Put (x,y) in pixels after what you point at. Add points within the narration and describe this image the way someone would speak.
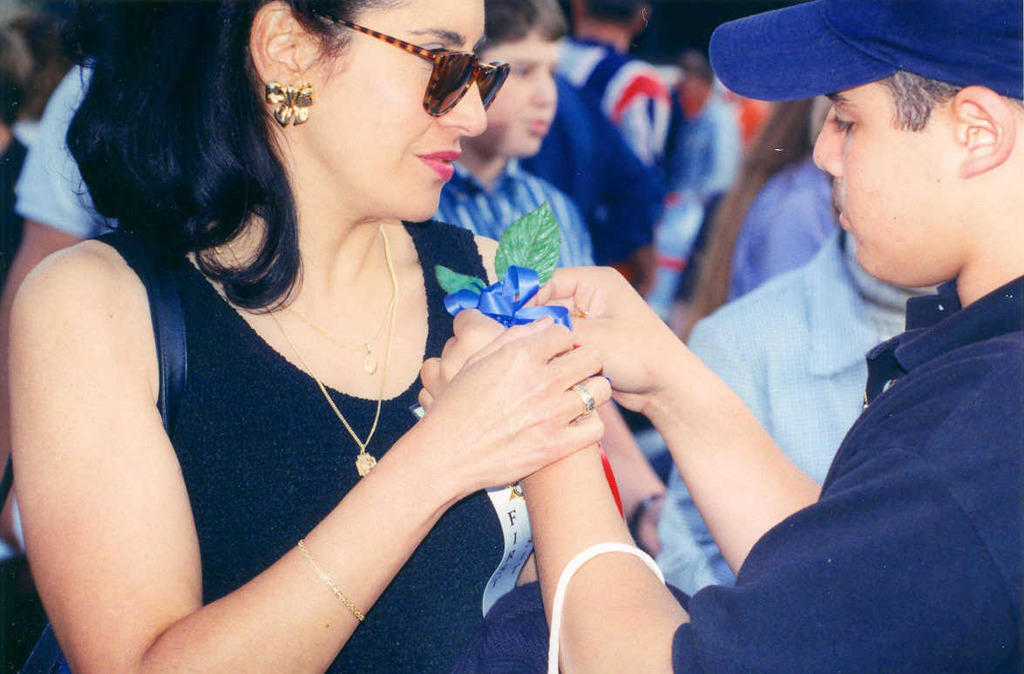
In this image I can see number of people (403,344) are standing. In the front (134,96) I can see one woman (361,100) is wearing a shades (442,66) and one man (879,135) is wearing a blue colour cap (833,1). I can also see she is carrying a bag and he is holding an object (505,320). I can also see this image is little bit blurry in the background (511,56).
